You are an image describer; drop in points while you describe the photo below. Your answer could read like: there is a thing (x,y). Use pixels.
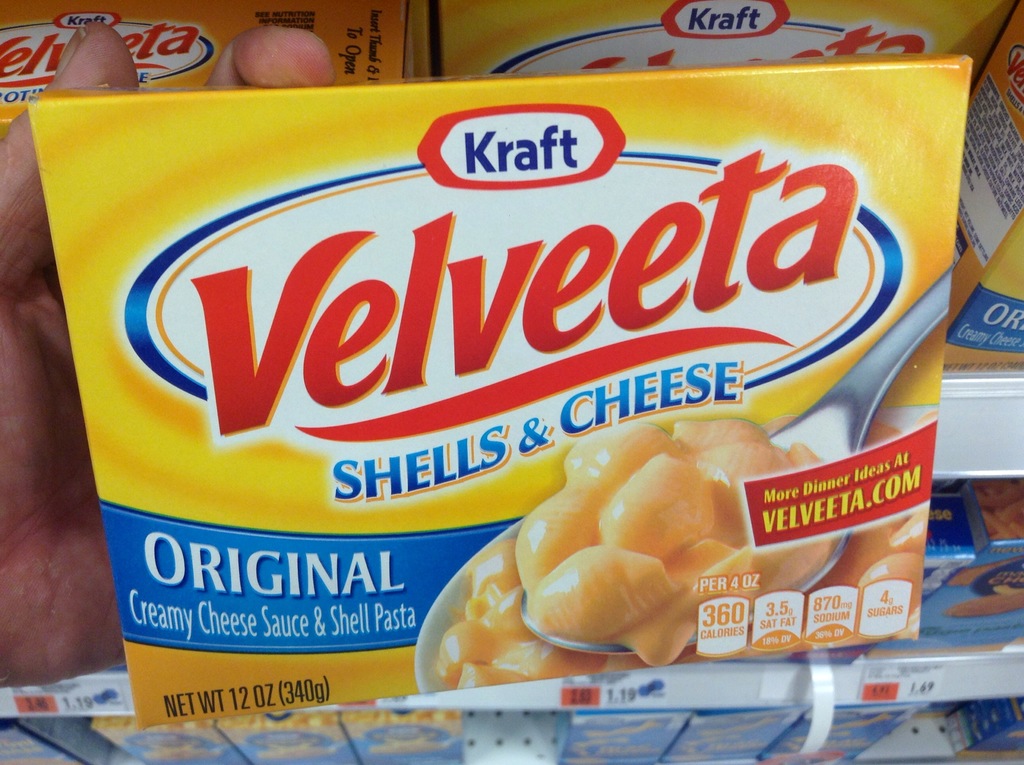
In this picture I can observe yellow color food packets (387,383) in the middle of the picture (680,441). I can observe some text (404,367) on the cover (477,333) of the packet (567,333).
